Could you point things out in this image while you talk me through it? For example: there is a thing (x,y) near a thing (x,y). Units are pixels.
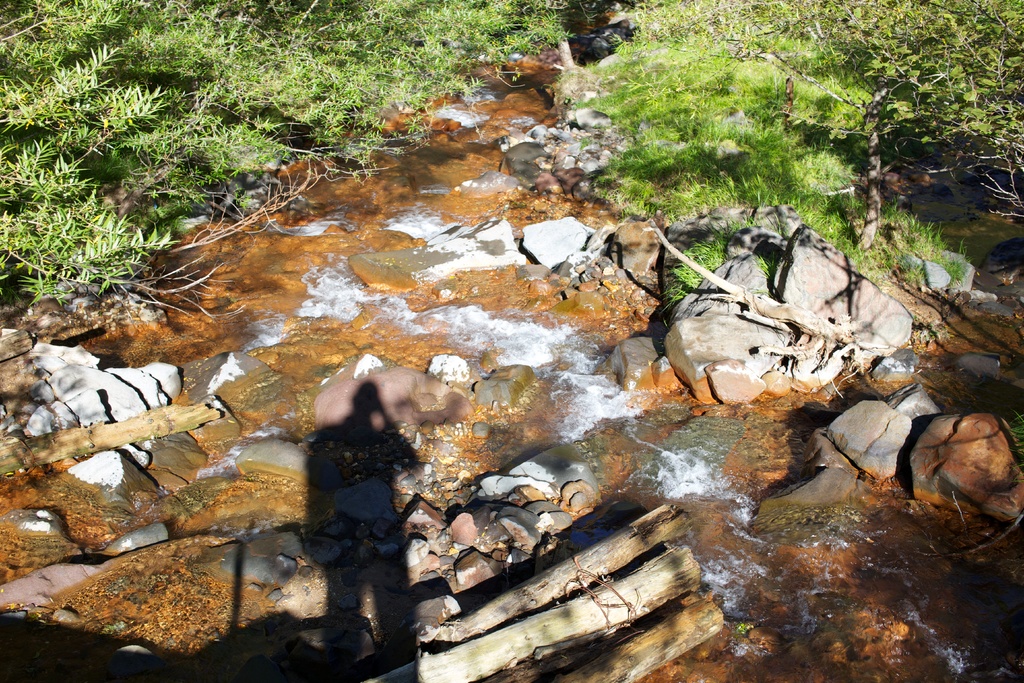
In this image we can see flowing water (583,333), rocks (702,361), stones (567,527), logs (663,593), grass (676,206) and trees (70,226).
